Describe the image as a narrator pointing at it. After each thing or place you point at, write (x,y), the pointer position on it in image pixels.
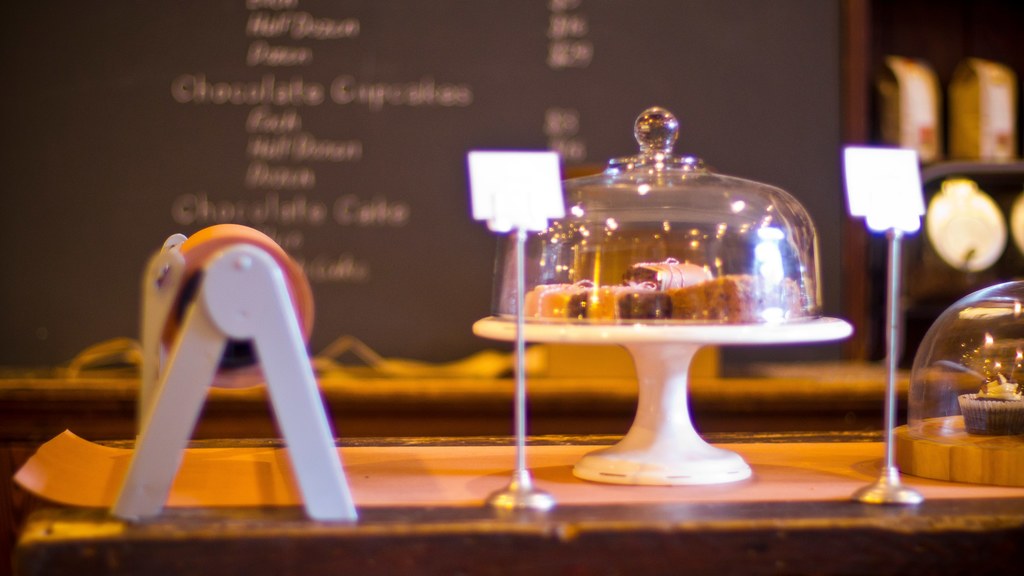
In this image I can see in the middle (580,278) there is a lid (690,209) made up of glass (750,289) and there are food items (683,295) in it. At the back side (491,273) there is a board of menu (380,189).
